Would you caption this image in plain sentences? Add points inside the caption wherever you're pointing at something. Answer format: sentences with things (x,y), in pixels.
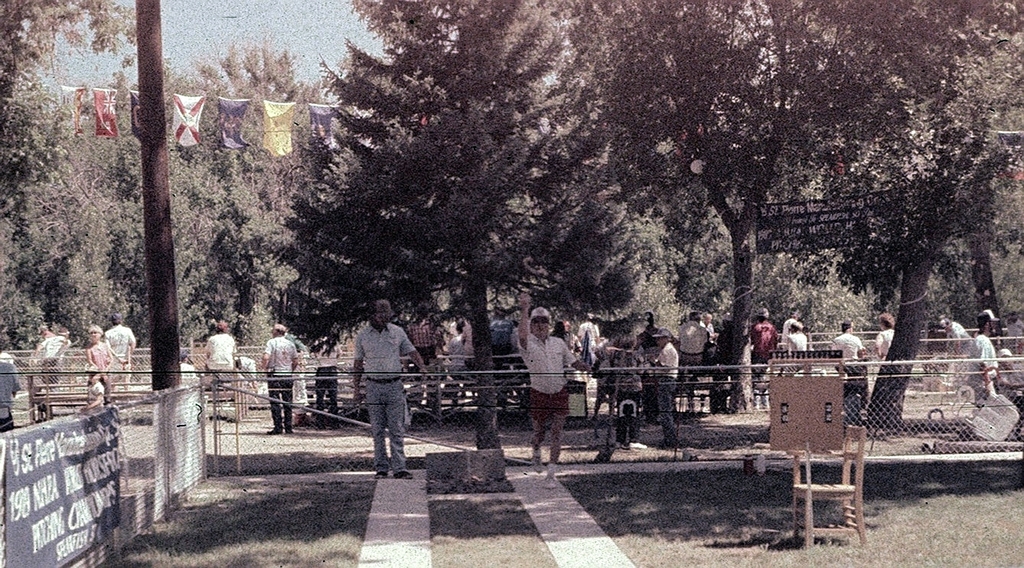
In the center of the image (503,344) some persons (650,362) are standing and we can see mesh (744,389) are present. In the background of the image (600,183) trees (547,161) are there. At the bottom right corner (820,485) chair (826,488) is present. At the top of the image (228,125) flags (287,137) are there. At the top of the image (308,36) sky (302,28) is present. At the bottom of the image (289,514) ground (310,456) and grass (319,531) are present.
